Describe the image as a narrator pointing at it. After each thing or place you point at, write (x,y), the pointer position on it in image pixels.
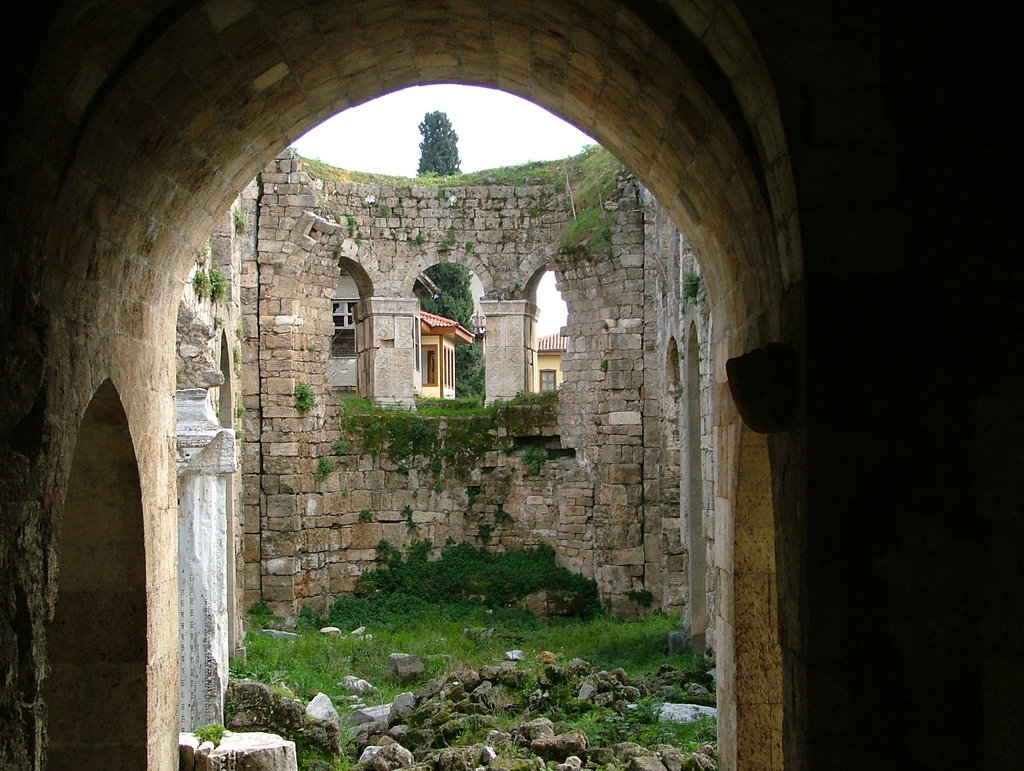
This image is taken from inside the fort (312,593). In this image we can see there is a wall (260,476) with bricks (372,457) and there is a grass (394,684) and rocks (449,676) on the surface (397,625). In the background (444,137), we can see there are buildings (421,379), trees (435,146) and the sky (402,157).
